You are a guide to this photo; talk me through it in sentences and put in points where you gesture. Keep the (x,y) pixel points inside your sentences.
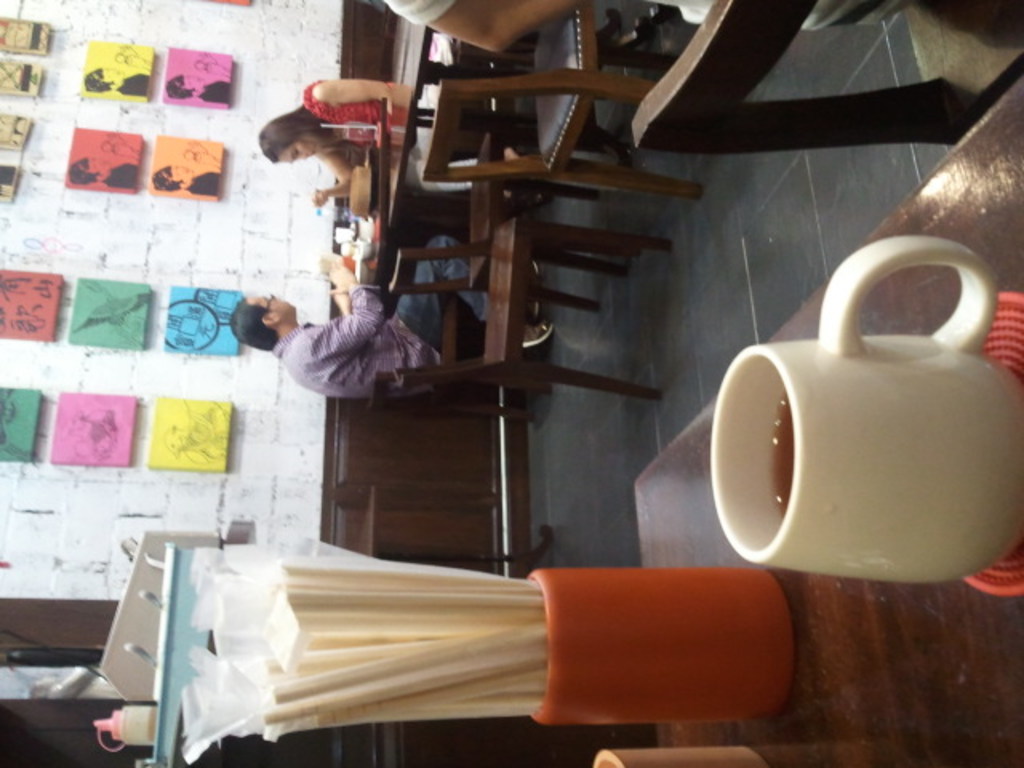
At the bottom of the image (655,714) there is a table (1009,199) with an orange color glass (635,618) with few items (340,636) in it, white cup (884,439) with liquid (781,503) in it. In the background (415,121) there are tables (417,63) and chairs (708,74). Also there are few people (380,310) sitting. Beside them there is a wall (148,402) with frames (157,412) and also there is a wooden object (377,468) to the wall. In the bottom left corner of the image (103,631) there is a door (14,636), bottle (147,728) and other items (175,647).
